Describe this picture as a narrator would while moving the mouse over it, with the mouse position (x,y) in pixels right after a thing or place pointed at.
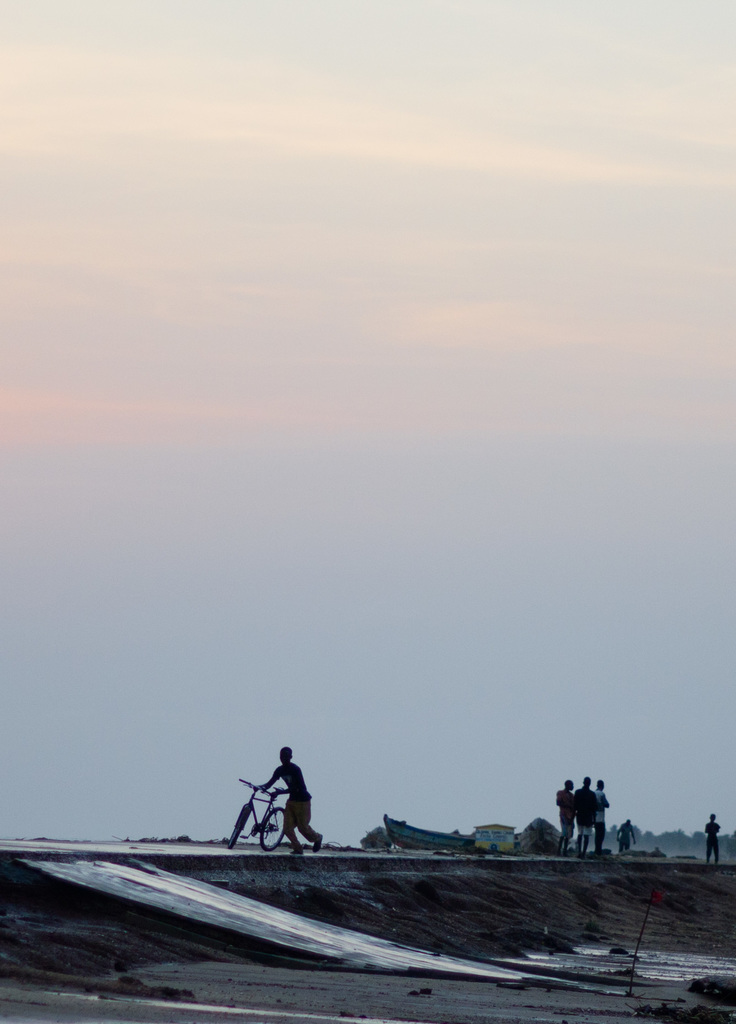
There are people (565,814) and this person (270,785) walking and holding bicycle (239,823). We can see boat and house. In the background (591,832) we can see trees (640,844) and sky (341,573).
